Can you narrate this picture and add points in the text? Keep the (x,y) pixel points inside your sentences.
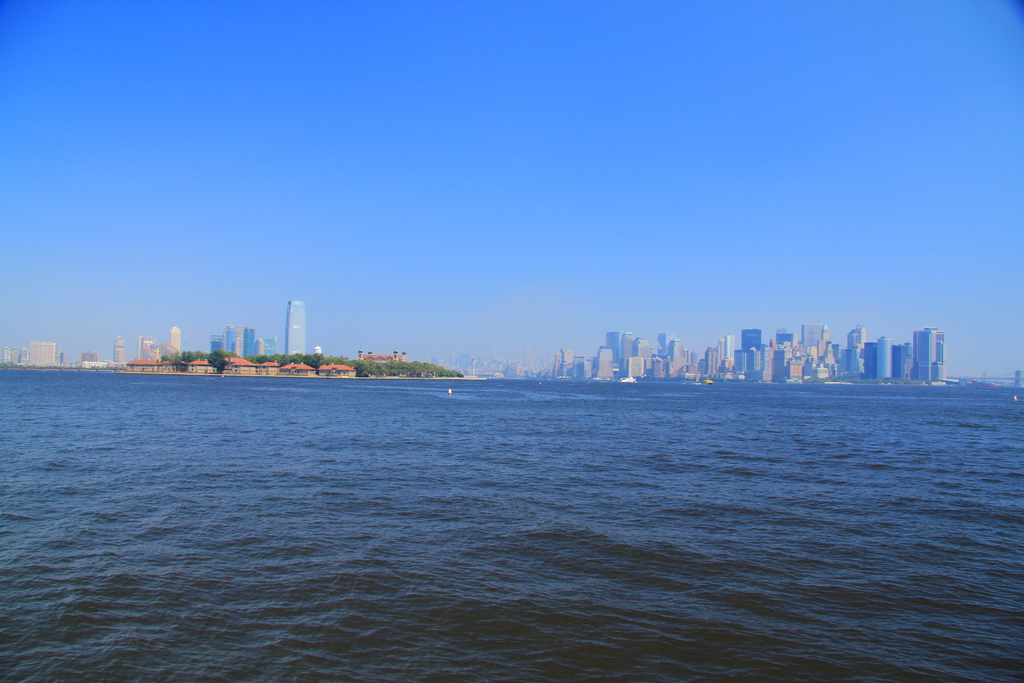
There is water (777,508). In the background (904,368), there are buildings (926,351) and trees (208,356) on the ground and there is blue sky (568,120).
